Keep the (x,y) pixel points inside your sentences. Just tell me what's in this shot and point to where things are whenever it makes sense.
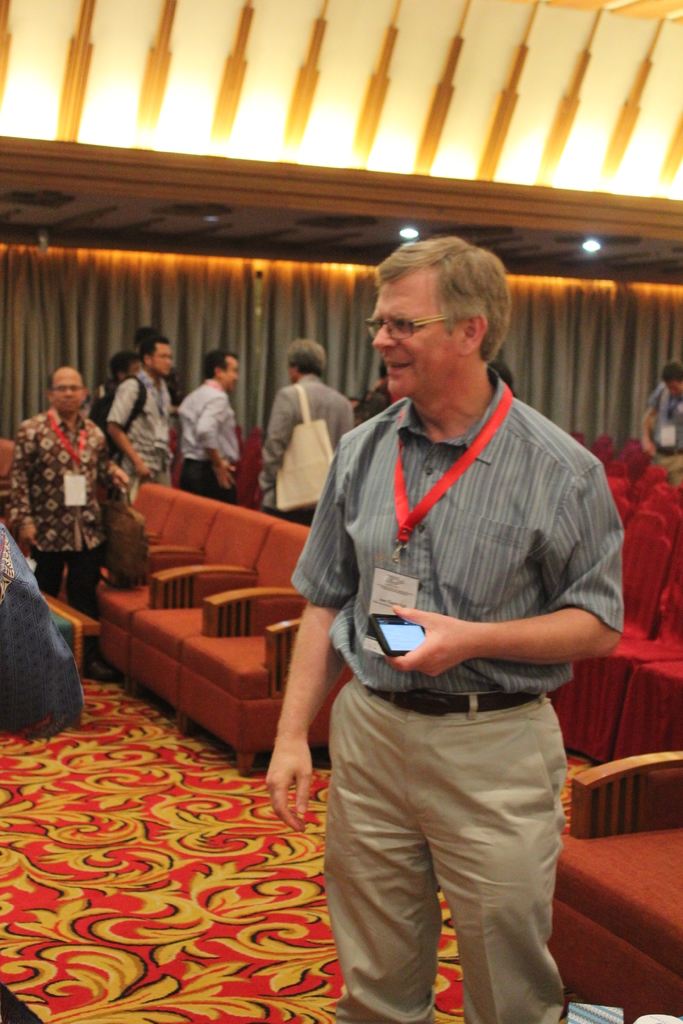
In this image we can see a man (464,838) standing on the floor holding a mobile phone (392,620). We can also see some chairs (227,651), a group of people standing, curtains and a roof (480,207) with some ceiling lights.
